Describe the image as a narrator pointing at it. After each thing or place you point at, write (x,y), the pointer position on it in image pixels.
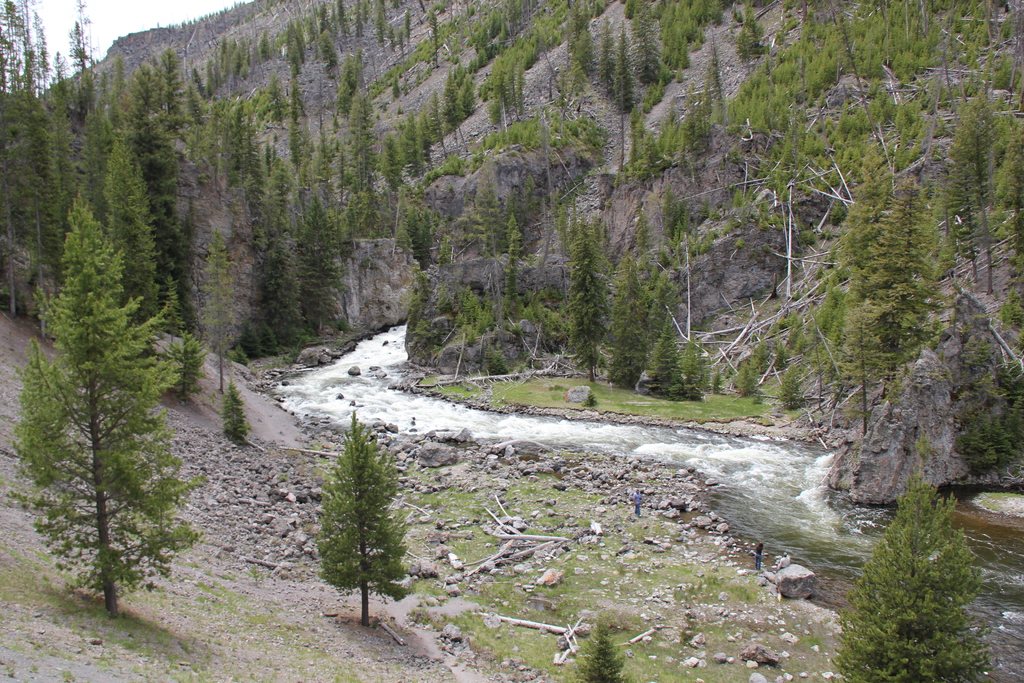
At the bottom of the picture (598,590), we see grass (564,595) and twigs (571,643). On either side of the picture, we see trees (821,291) and wooden sticks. In the middle of the picture (353,358), we see the water (820,511) is flowing. In the background (488,67), there are trees (432,125) and hills (603,114).
